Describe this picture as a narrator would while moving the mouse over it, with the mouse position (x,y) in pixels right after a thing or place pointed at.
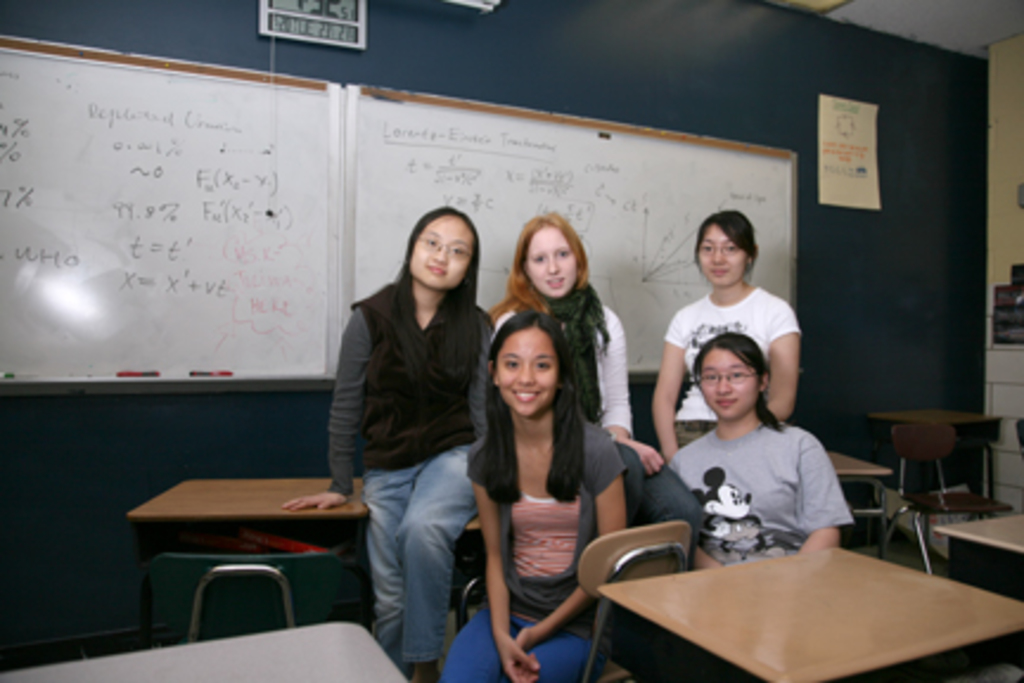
There are two ladies (541,459) sitting in a chair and in background (636,488) there are three ladies (569,288) sitting on a table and there is a white board (476,167) with something (531,187) written on it behind them and the background wall (628,84) is blue in color.
